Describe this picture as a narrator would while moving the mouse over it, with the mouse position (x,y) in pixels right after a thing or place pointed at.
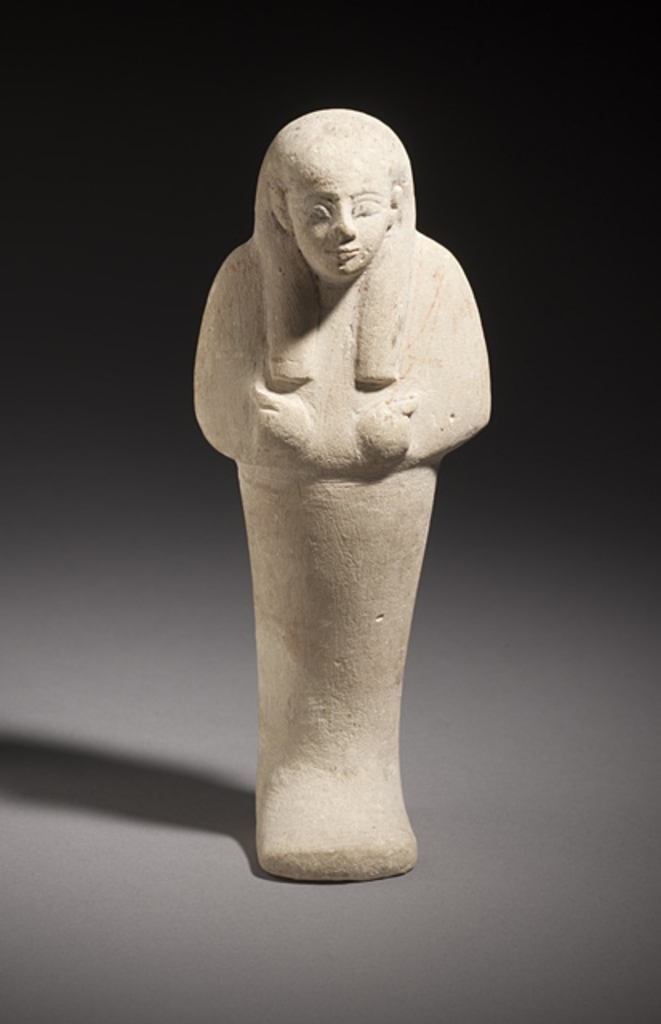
In this image we can see a statue (325,777) on a surface (492,884). In the background (571,275) it is dark.
